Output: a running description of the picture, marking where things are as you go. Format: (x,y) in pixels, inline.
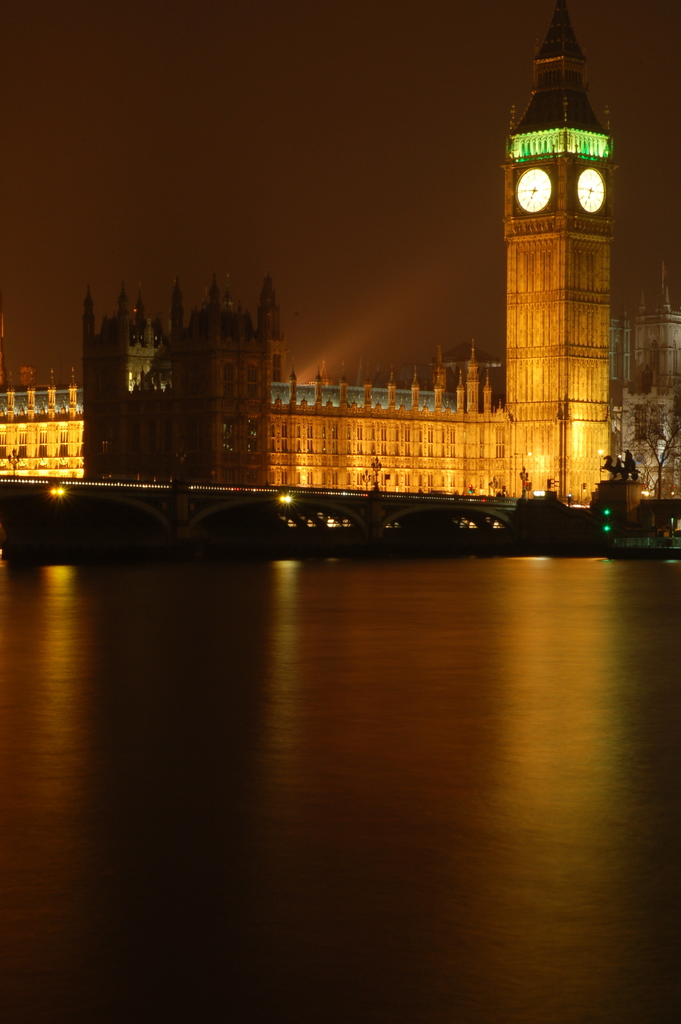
In this image in front (21,914) there is water (339,732). At the center of the image (385,541) there is a bridge (367,527). In the background of the image (251,422) there are buildings (521,406), trees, lights (526,472) and sky (340,141).
